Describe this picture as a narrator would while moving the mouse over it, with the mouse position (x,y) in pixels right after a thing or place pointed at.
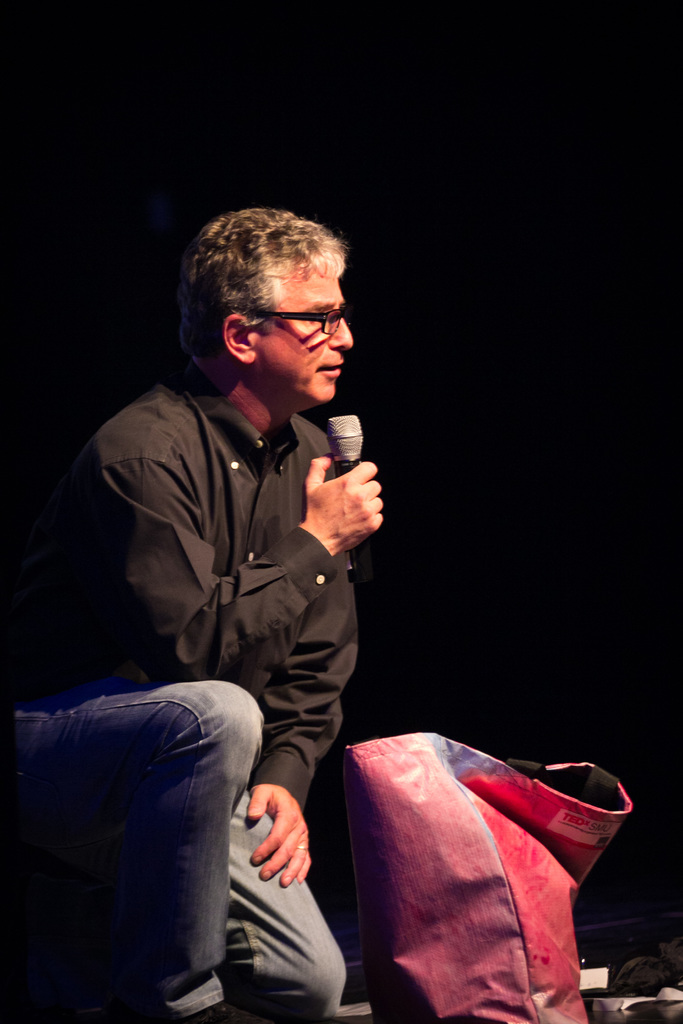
Here we can see a man (256,340) is sitting on the floor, and holding a microphone (346,455) in the hands (319,475), and here is the bag (457,857).
